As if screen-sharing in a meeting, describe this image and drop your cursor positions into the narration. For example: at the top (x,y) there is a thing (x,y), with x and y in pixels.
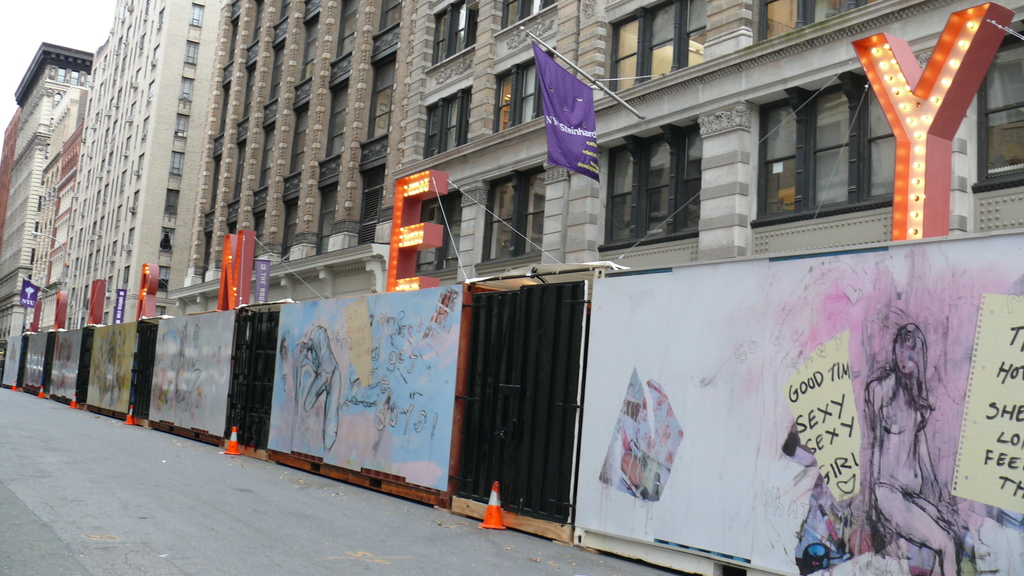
In this image I can see there are paintings (633,409) on this wall (742,417). There are buildings (219,145) on the right side (687,140), in the middle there is the flag (588,146) in brinjal color. There is the name (901,220) with the lights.
